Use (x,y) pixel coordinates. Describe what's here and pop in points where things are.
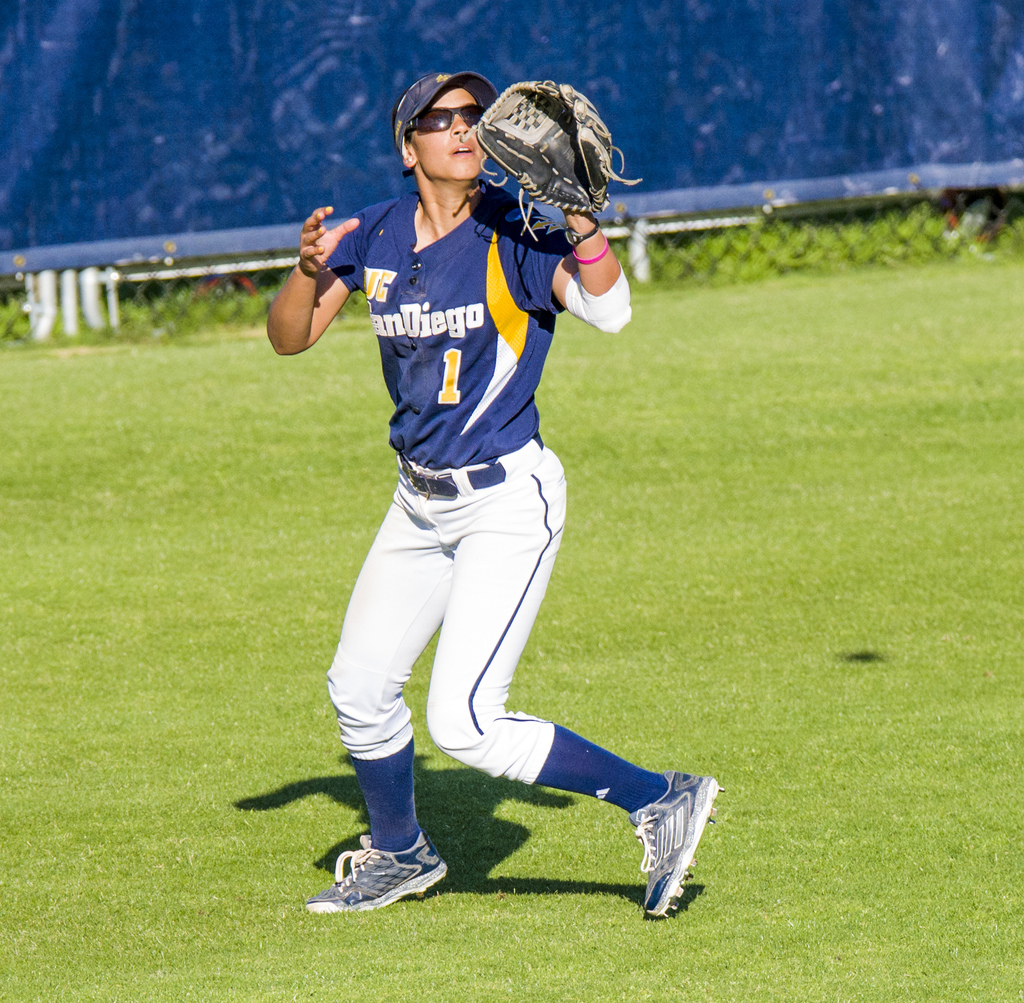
In the image we can see a person (479,531) wearing clothes (498,590), socks (556,749), shoes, cap (401,118), goggles (449,125) and gloves (557,144) in one hand (585,177). Here we can see the grass (900,667) and the background (44,212) is blue.
